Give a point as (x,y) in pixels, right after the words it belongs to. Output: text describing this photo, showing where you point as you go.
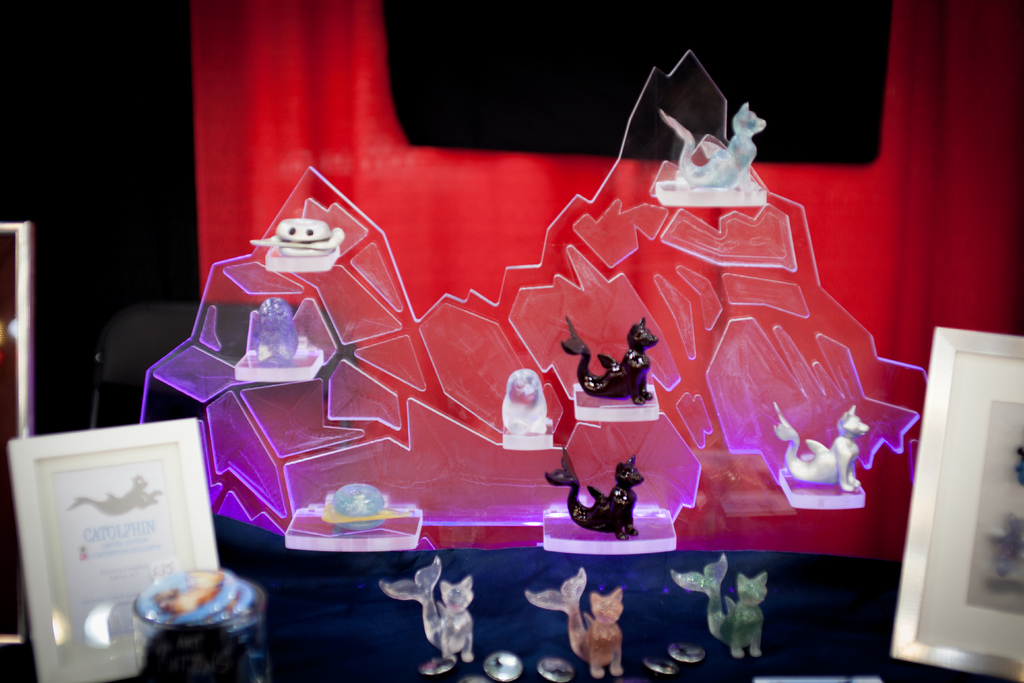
In the center of this picture (501,352) we can see there are some objects (745,371) seems to be the showpiece (463,624) of animals (734,178) and showpiece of some objects (431,469) and we can see the frames (953,455) and some objects (246,603). In the background (143,334) we can see the chair (122,340), red color curtain (353,116) and many other objects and we can see the text (126,533) and some pictures (122,510).
